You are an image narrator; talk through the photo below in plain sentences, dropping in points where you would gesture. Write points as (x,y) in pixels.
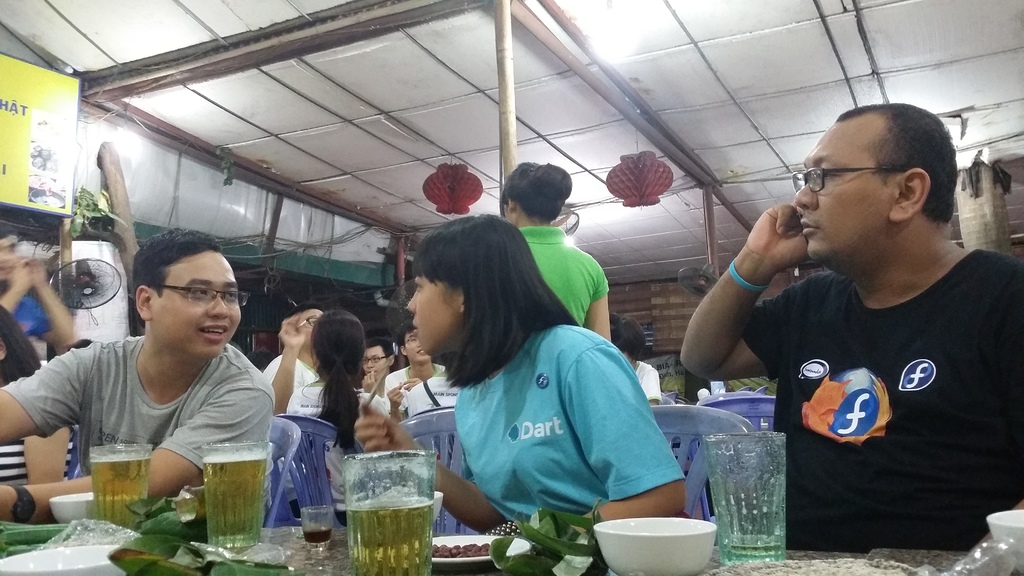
In the picture we can find the people (34,376) sitting on the chairs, near the tables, on the table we can find a glass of beer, bowl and on the ceiling (417,105) we can find light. In the background (549,185) we can find one woman (530,185) standing.
